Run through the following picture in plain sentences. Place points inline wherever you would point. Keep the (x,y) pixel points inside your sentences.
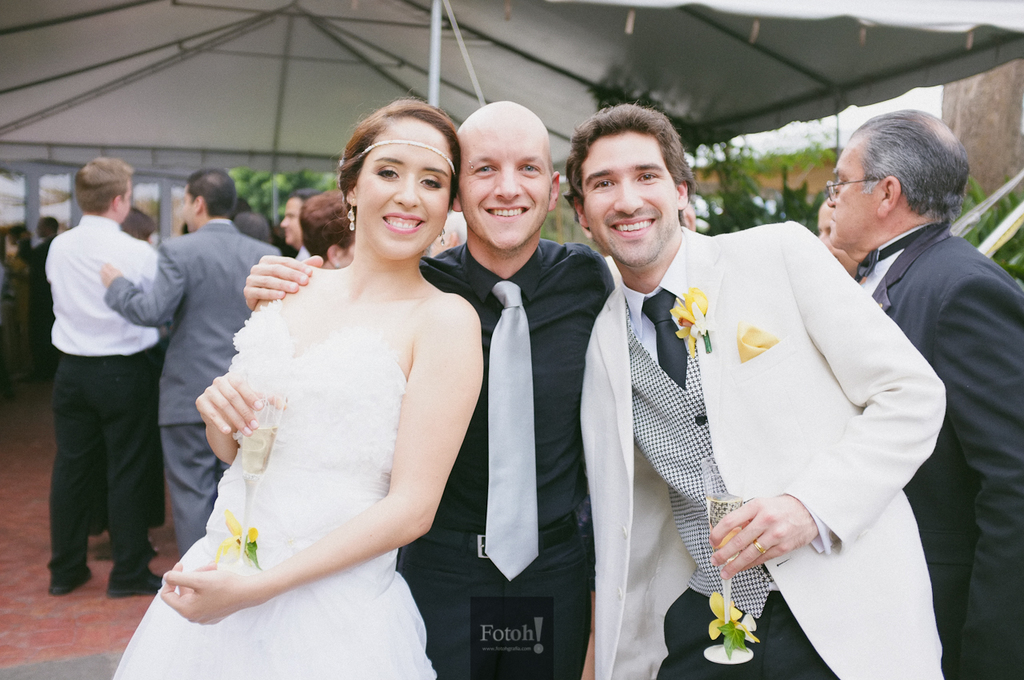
In the picture we can see a man (622,446) and a woman (339,583) in the wedding dresses (761,442) and they are holding a wine glass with a flower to it and in the middle of them, we can see a person (252,303) holding them and smiling, he is with black shirt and white tie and in the background (238,296) we can see some people (222,291) are standing under the tent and behind them we can see plants (713,210).
